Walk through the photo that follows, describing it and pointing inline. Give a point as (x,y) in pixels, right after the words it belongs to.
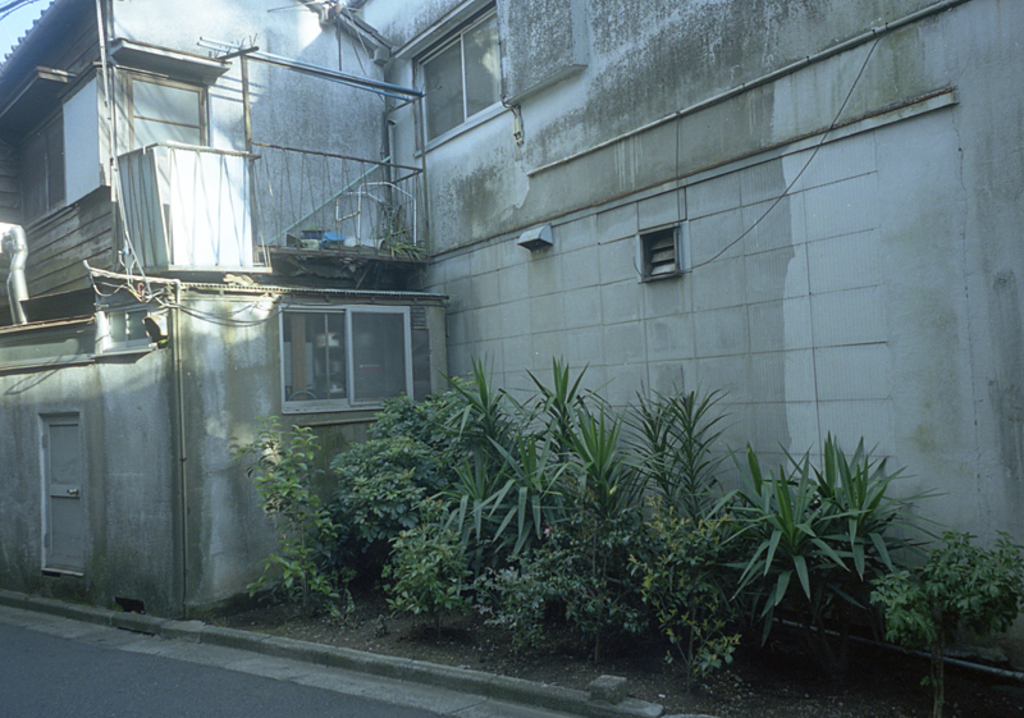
In the center of the image (357,260) there is a building (570,149). At the bottom (432,586) there are plants (446,601) and a road (222,689).
